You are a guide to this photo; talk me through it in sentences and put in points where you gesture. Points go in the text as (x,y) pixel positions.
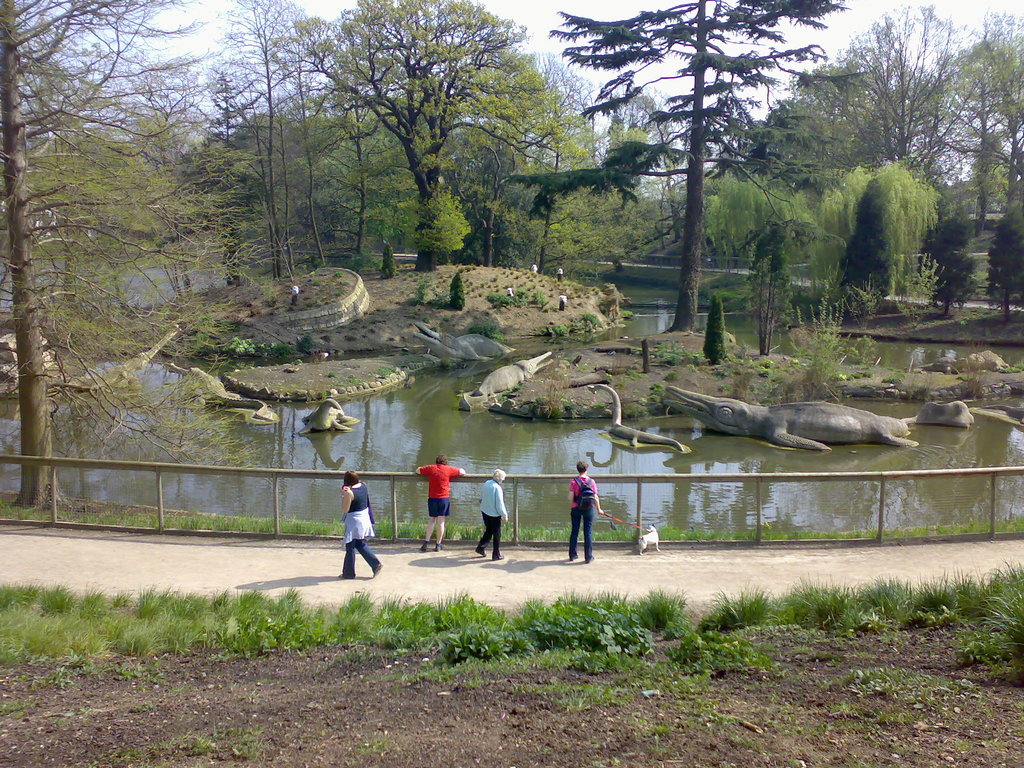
This image is taken outdoors. At the bottom of the image (288,611) there is a ground (290,733) with grass (354,606) on it. In the background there are many trees (706,221) and plants (867,309) on the ground (455,271). In the middle of the image (430,438) there is a pond (474,428) with water (352,409) and there are a few plants (792,359) on the ground (485,300) and there are a few sculptures of crocodiles (488,388) in the pond (377,507). A woman (365,531) is walking on the road (393,548) and three persons (491,499) are standing on the road (507,565) and there is a dog (650,542). There is a railing (225,471).
